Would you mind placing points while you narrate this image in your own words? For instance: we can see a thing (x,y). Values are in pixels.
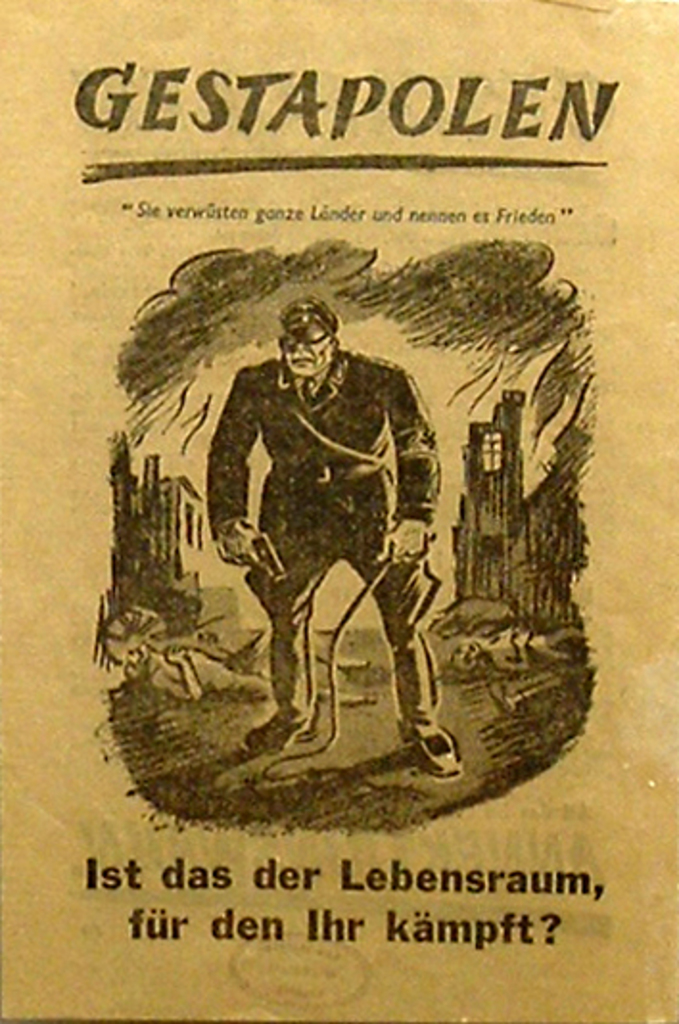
In this picture we can see a poster (265,836), here we can see people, some objects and some text (368,105) on it.
